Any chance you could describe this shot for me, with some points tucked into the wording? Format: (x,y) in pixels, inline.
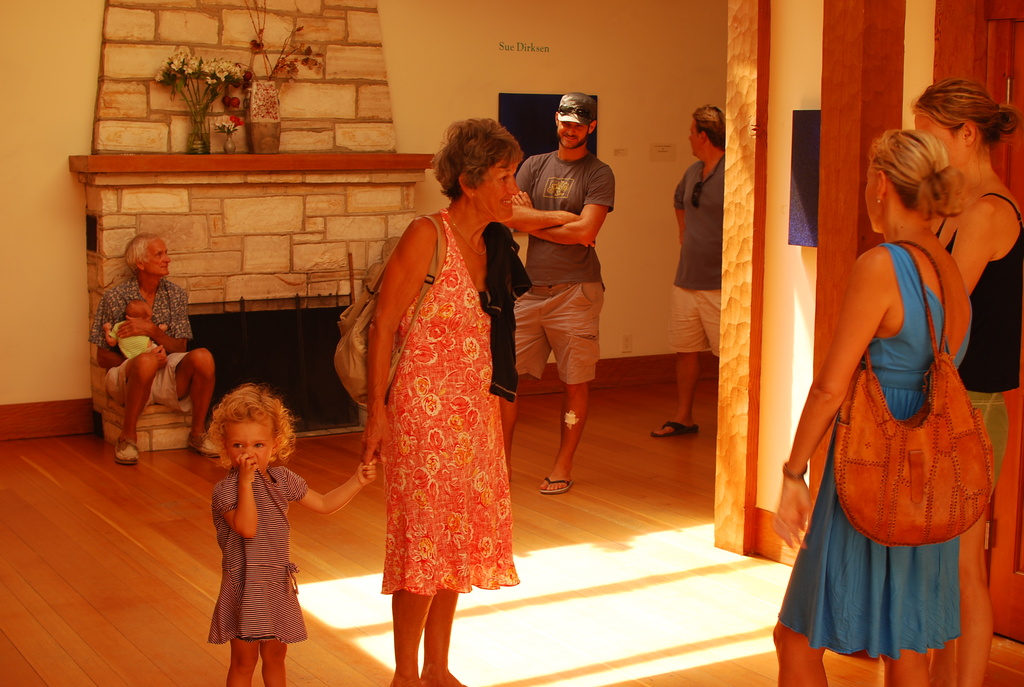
On the right side (959,242) 2 women (968,131) are standing and looking at this, in the middle (465,345) a woman (473,333) is holding the hand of a girl (332,493), here a man (568,324) is standing, he wore a t-shirt (532,274), short (576,300).
